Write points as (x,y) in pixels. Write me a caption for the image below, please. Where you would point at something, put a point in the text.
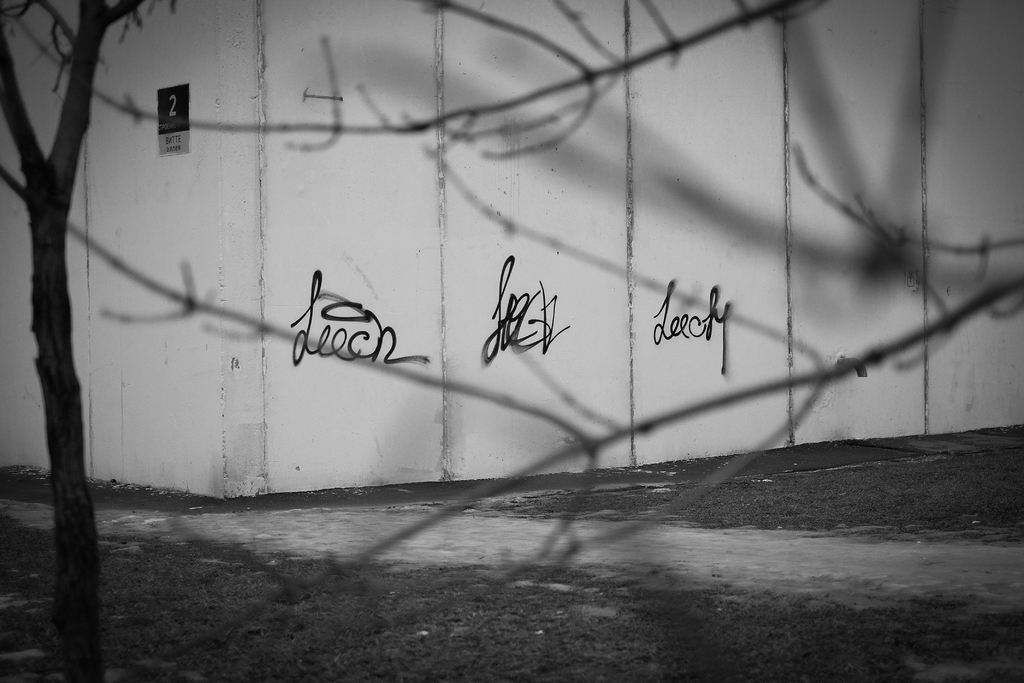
This is a black and white image. In this image we can see some text (678,317) written on the walls (656,334), number board (174,114), trees (52,249) and ground (504,490).
